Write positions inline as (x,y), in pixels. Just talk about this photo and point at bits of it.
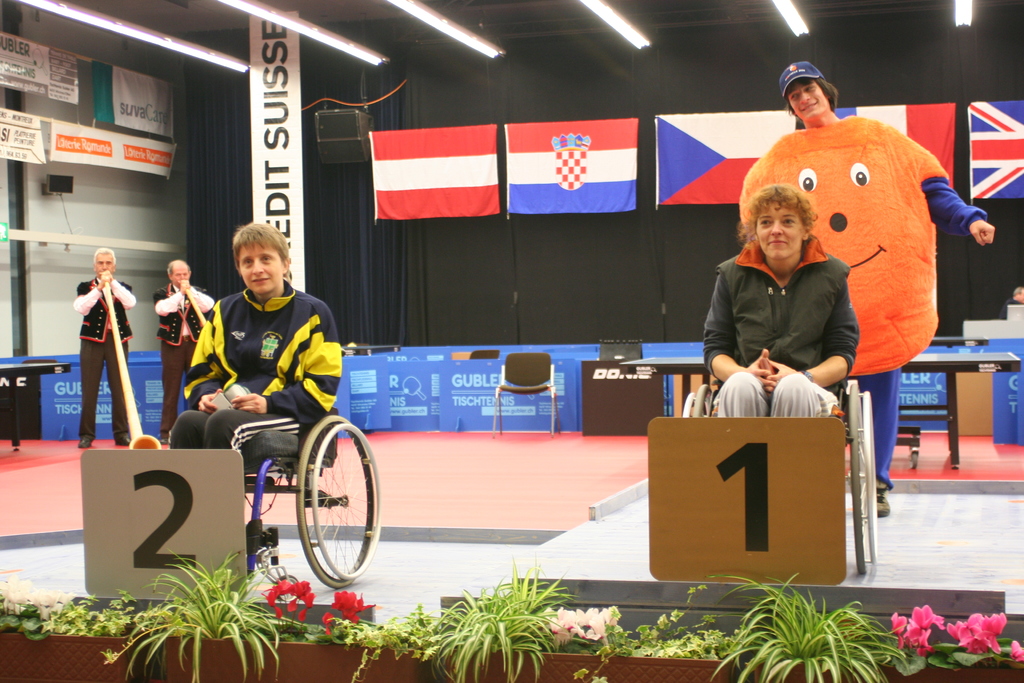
In this image I can see two people (303,430) sitting on the wheel chairs (306,478). In the back (186,269) there are few people (791,165). These people (788,179) are wearing the different color dresses (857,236) and one person (862,267) with an orange color toy dress (852,187). In the background (438,197) I can see the tables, chairs (531,375) and also colorful flags (668,155). I can also see many banners (389,389) and the boards (388,362). There are the lights (214,51) in the top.
